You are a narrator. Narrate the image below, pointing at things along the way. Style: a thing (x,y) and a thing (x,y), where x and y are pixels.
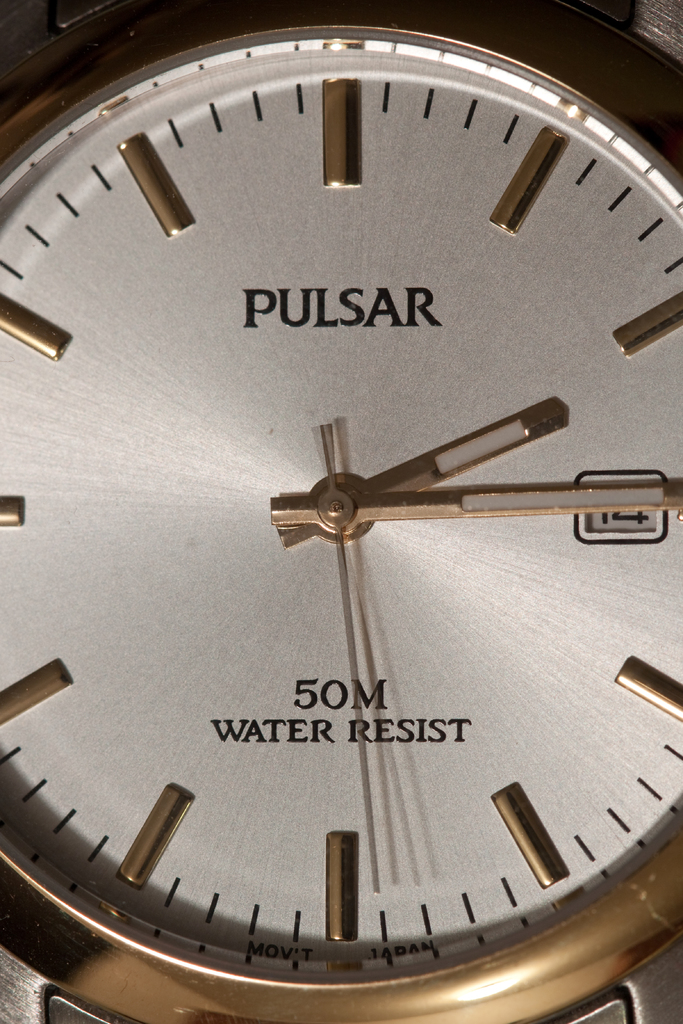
There is a wrist watch (381,612) which has pulsar and water resist written on it.
